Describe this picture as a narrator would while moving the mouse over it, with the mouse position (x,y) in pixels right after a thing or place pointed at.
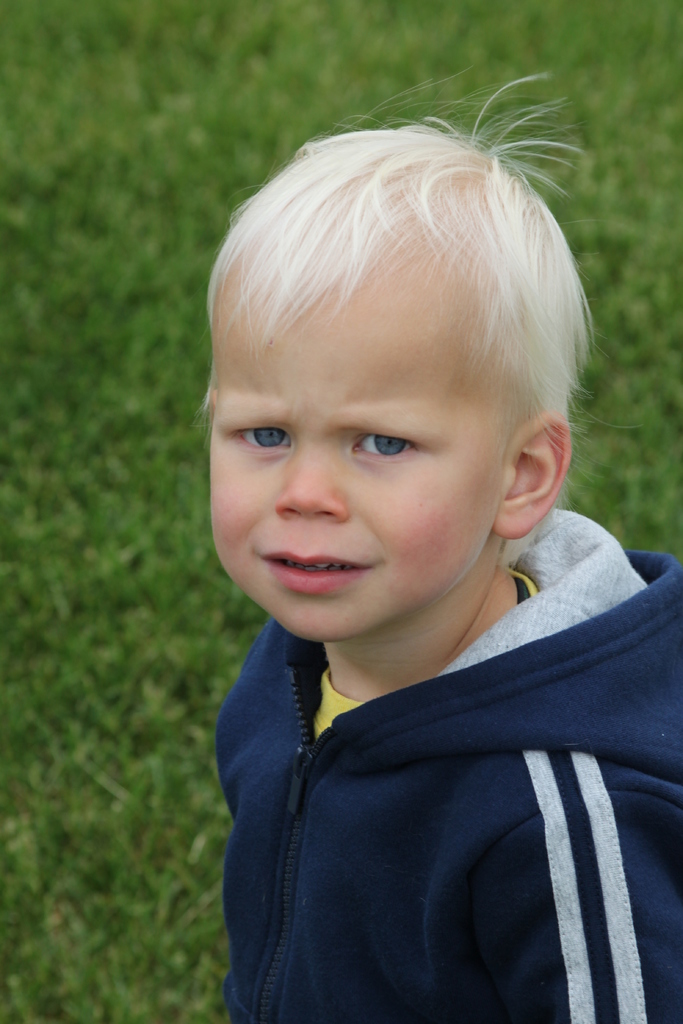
In the foreground of this image (430,604), there is a boy (467,805) wearing blue sweater (427,882). In the background (118,133), there is grass (254,90).
